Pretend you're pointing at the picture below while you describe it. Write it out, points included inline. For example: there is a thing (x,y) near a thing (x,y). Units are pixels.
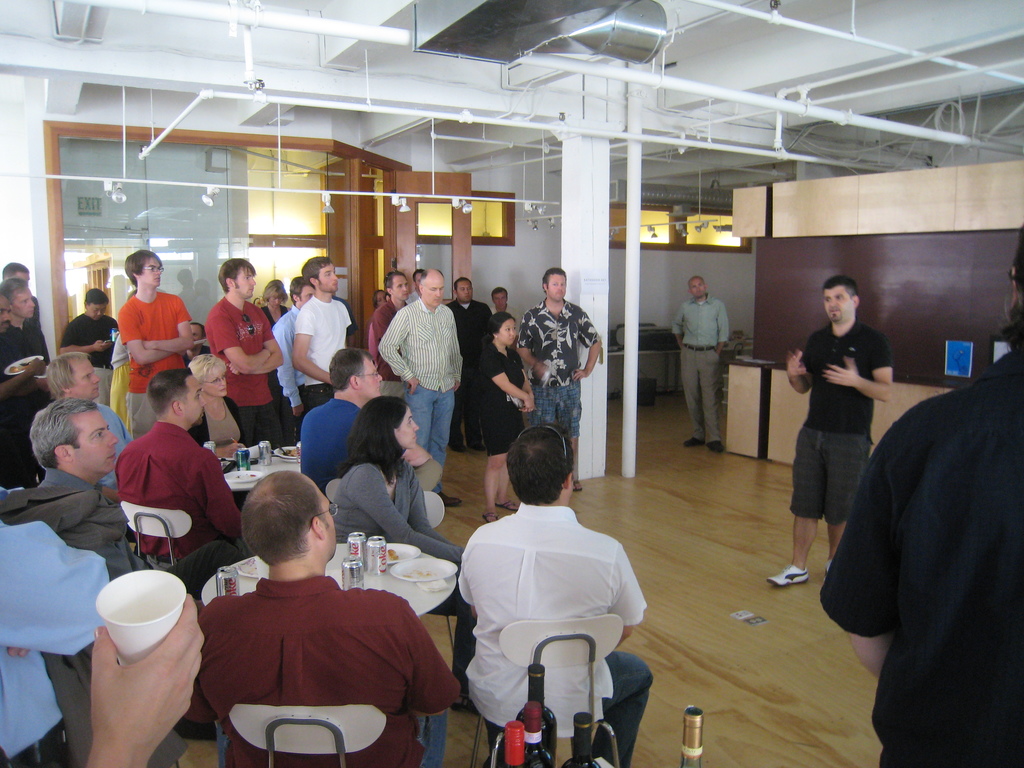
In this picture I can see people (534,560), pillar (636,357), rods (636,343), lights (535,217), glass wall (158,230), windows (280,224), door (438,251), tables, chairs (580,633), bottles (510,720) and objects (962,372). On the tables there are tins (363,555), plates (255,478) and objects (254,459). Few people (102,550) are sitting on chairs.
